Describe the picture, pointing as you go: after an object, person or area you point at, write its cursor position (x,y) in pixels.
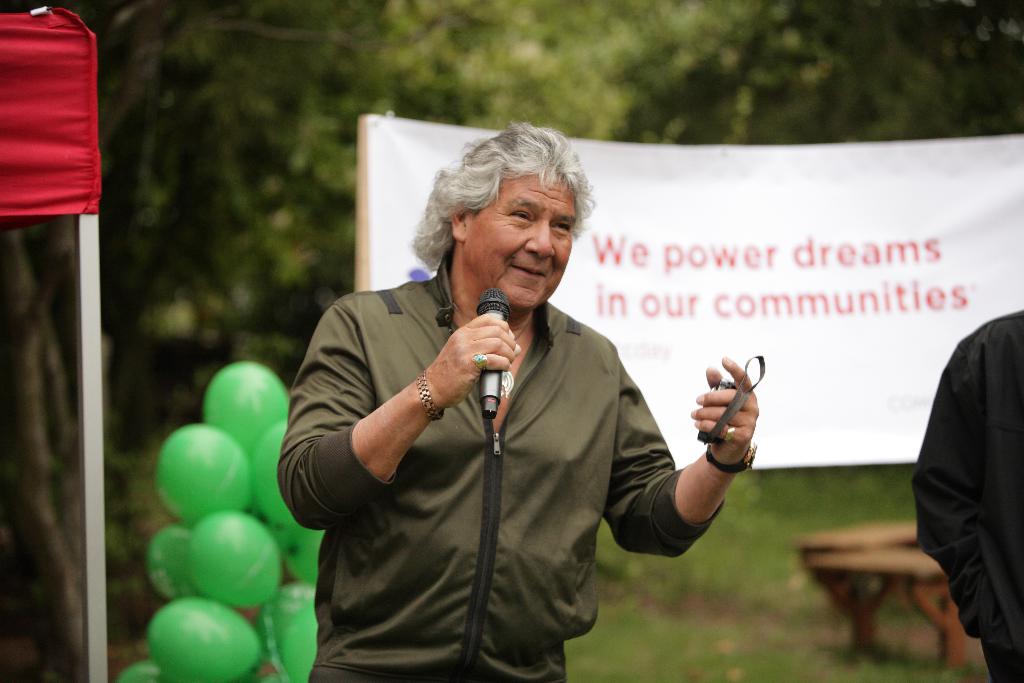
In this image we can see a man (499,413) standing and holding a mic (492,400) and a mobile (712,429) in his hand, next to him there is another person (988,396). In the background (942,614) there is a bench (833,535), board (791,268), trees (330,260), balloons (187,430), pole (79,292) and a cloth (46,141).
